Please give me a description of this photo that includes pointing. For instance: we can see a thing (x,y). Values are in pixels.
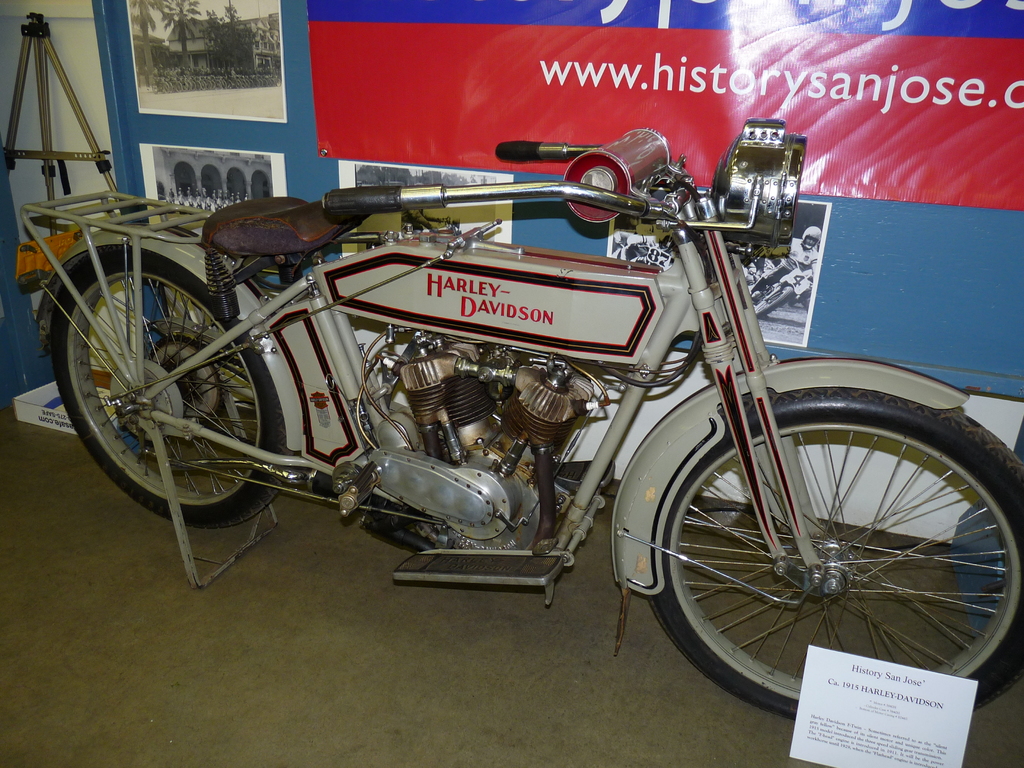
In this image I can see a motor bike (499,354) which is red, ash and black in color on the ground (349,620). To the bottom of the image (930,693) I can see a white colored board (906,692) and in the background (518,72) I can see a banner (506,110) which is red and blue in color, a blue colored wall (312,107) and few pictures (215,105) attached to the wall (290,177).
